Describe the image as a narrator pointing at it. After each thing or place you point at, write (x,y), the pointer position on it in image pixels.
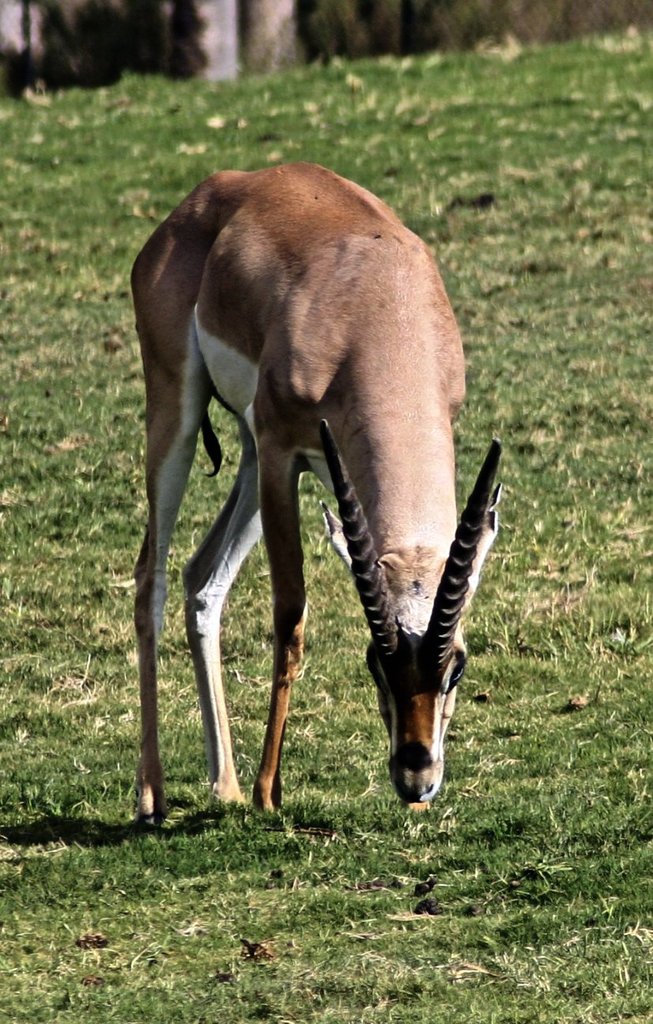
This picture might be taken from forest (127,52). In this image, in the middle (293,354), we can see an animal (467,525) eating grass (484,823). In the background (127,52), we can also see some trees (128,39), at the bottom (385,857) there is a grass (450,809).
